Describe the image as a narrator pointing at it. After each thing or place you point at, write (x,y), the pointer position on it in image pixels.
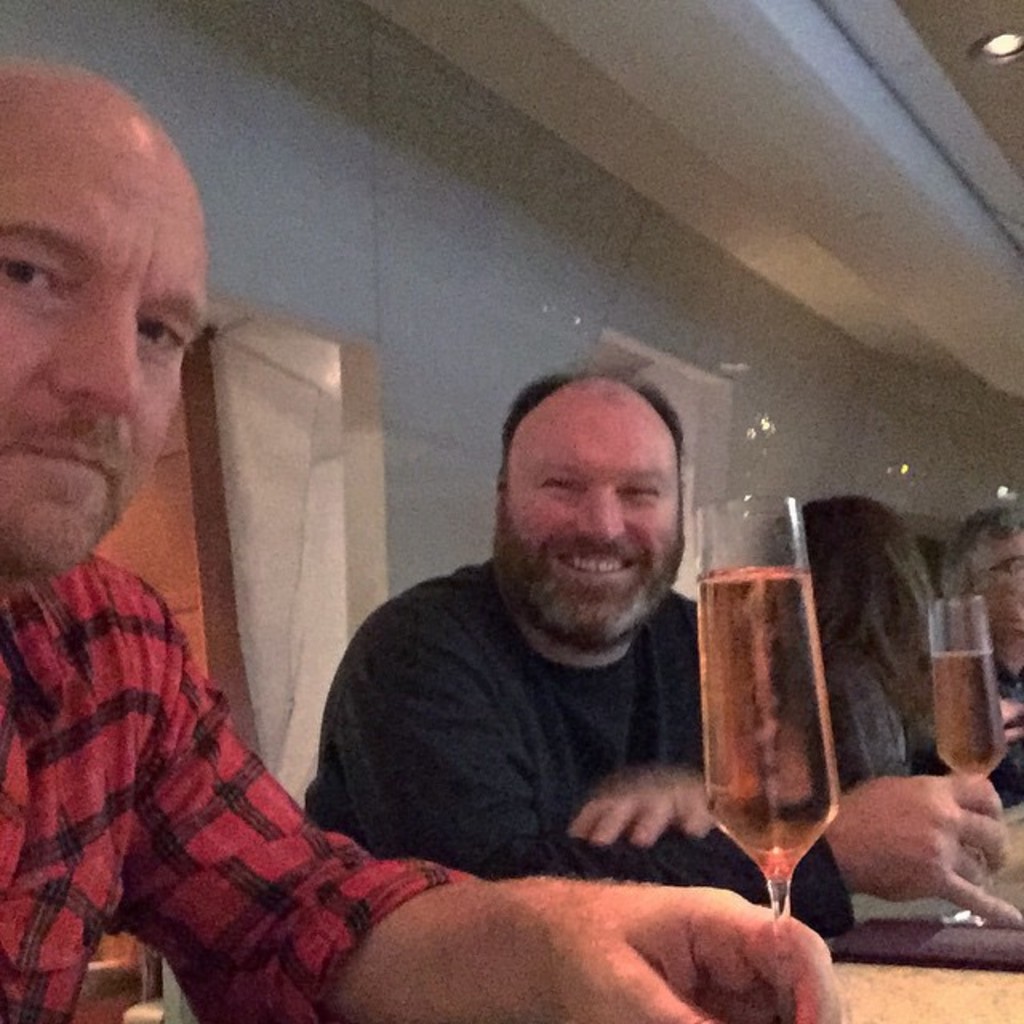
In this picture there are two men (581,722) seated holding two drinks (800,754). To the right (925,980) there is a desk (942,996), on the desk (881,993) there is a menu card (952,937). In the background (367,325) there is a door (372,427) and a wall (235,256). On the ceiling (980,95) there is a light (1009,60). To the right (908,524) there are two other persons (912,601) seated.
